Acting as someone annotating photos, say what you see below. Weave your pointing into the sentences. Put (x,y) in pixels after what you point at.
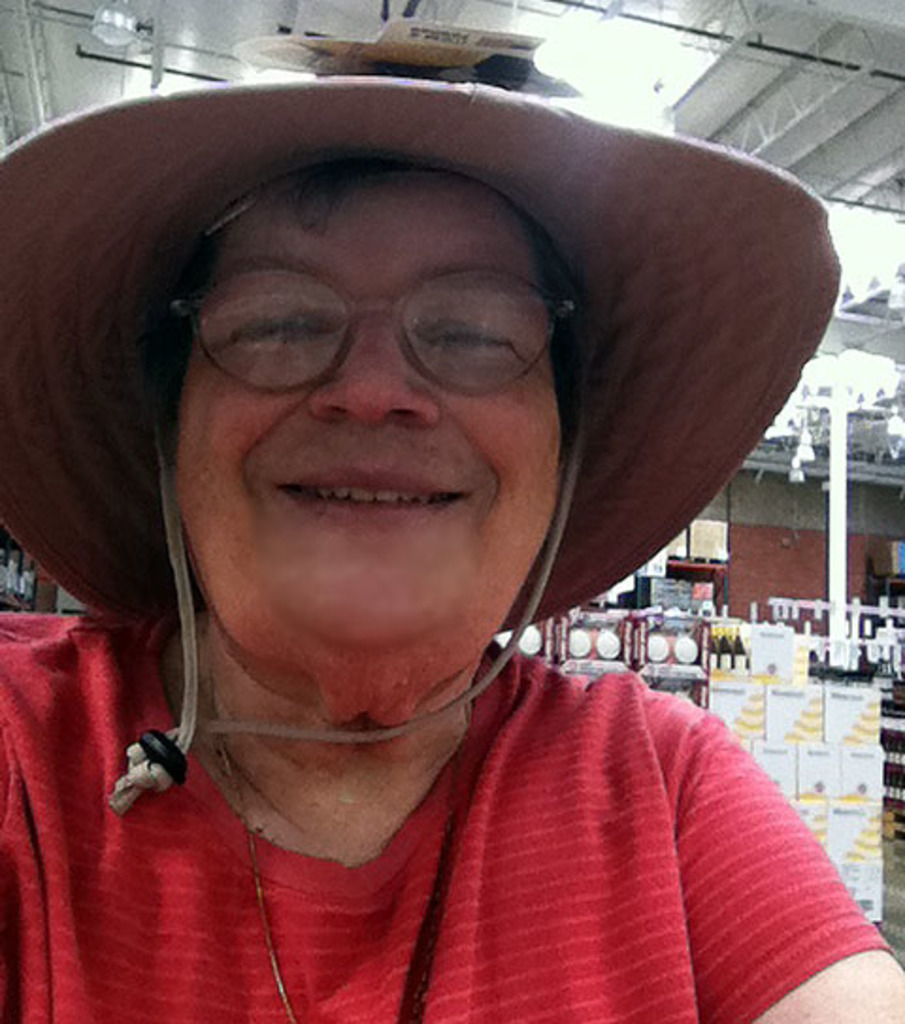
In the image there is a woman (256,798), she is wearing a hat (38,450) and behind the woman (500,735) there are some other objects (785,619) and there are white color lights (895,410) to the roof (742,100).
